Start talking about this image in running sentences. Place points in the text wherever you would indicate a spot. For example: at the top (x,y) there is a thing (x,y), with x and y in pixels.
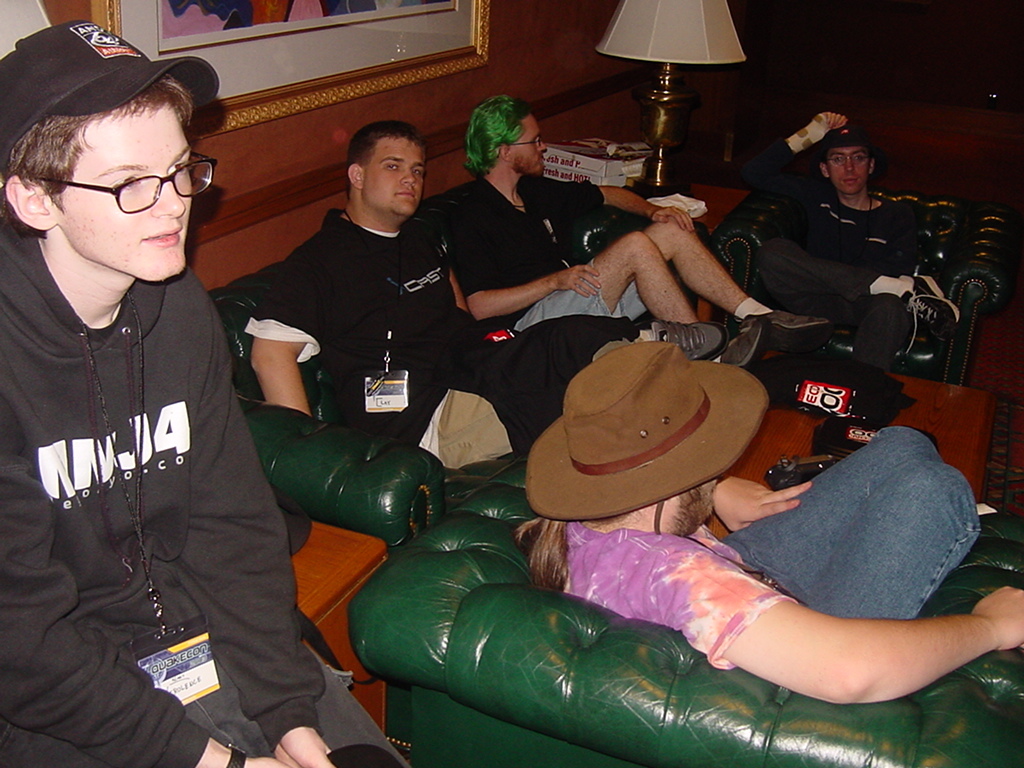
There is a room (498,359). They are sitting on a chair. We can see in the background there is a photo frame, lamp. In the left side (214,360) we have a person (59,557). He's wearing a cap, spectacles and id card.
